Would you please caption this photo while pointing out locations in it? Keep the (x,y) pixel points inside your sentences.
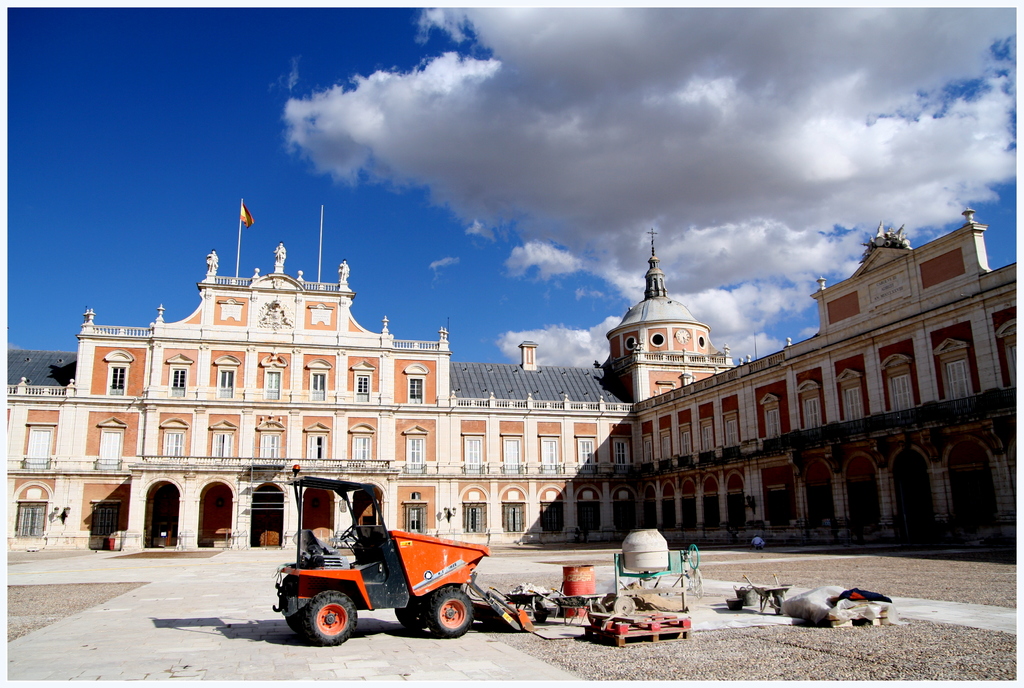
In the center of the picture (383,356) there is a building (481,393). In the foreground of the picture (353,576) there are vehicle (468,593) and other construction material (598,614). Sky (957,189) is sunny.
